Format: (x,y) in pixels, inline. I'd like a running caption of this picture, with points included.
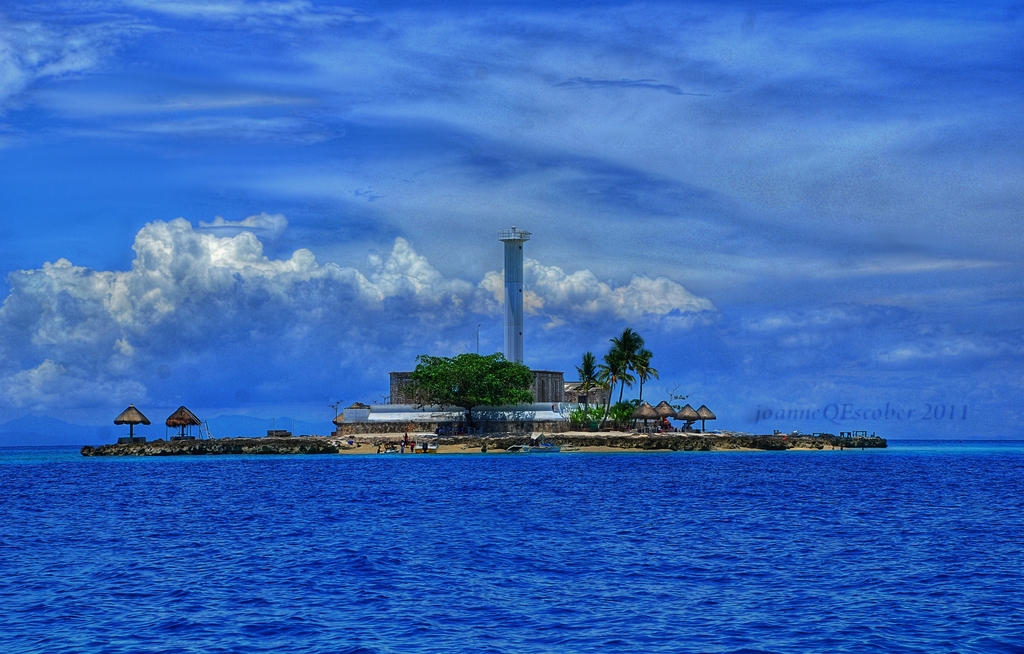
In this image we can see a house (555,381), there are huts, trees (584,374), a tower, also we can see the ocean (608,473), and the cloudy sky (618,240), there are text (865,408) on the image.
